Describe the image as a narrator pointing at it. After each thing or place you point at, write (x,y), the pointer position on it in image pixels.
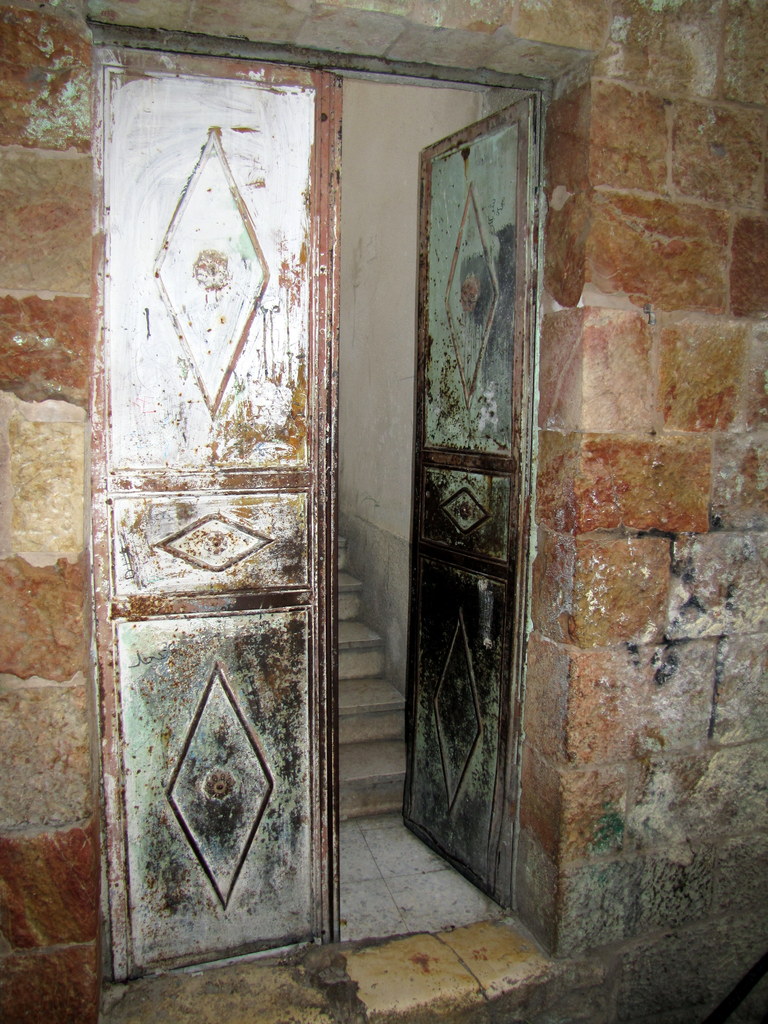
In this picture there is a steel door (270,462) on the wall (17,934). Here we can see stairs (343,698) near to the door (413,691).
